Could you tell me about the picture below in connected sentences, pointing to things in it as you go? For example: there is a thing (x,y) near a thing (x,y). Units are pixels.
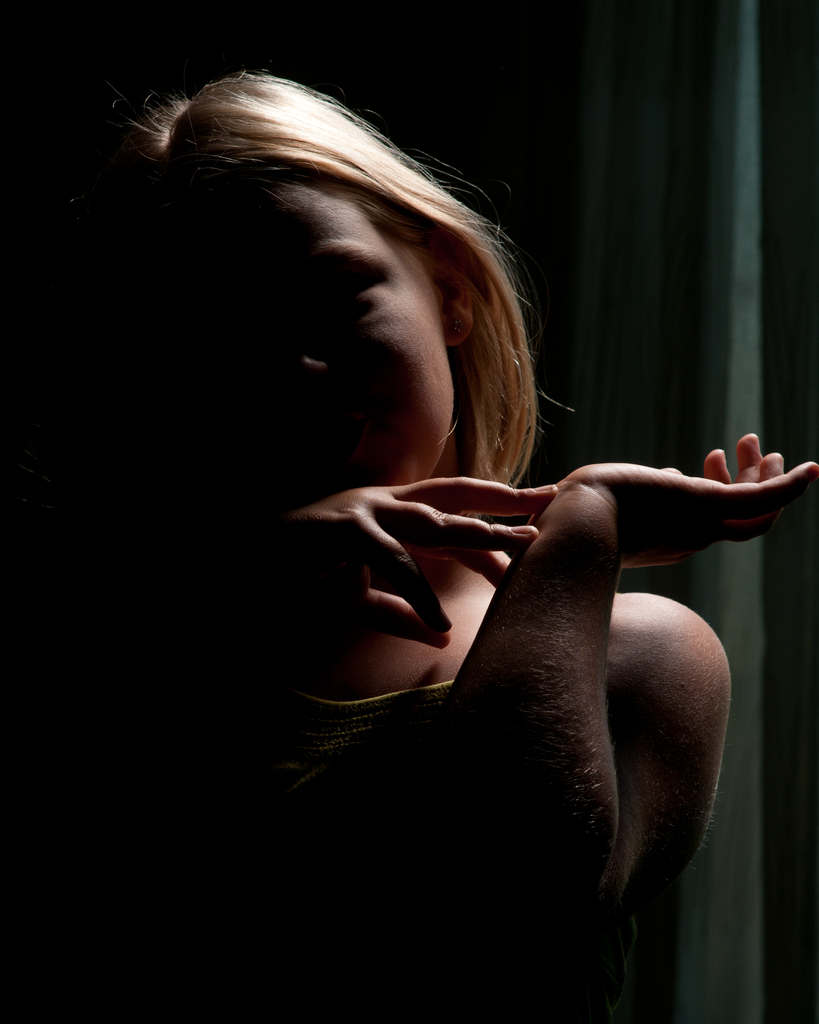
Background (556,29) portion of the picture is dark and blur. In this picture we can see a person (380,175).
